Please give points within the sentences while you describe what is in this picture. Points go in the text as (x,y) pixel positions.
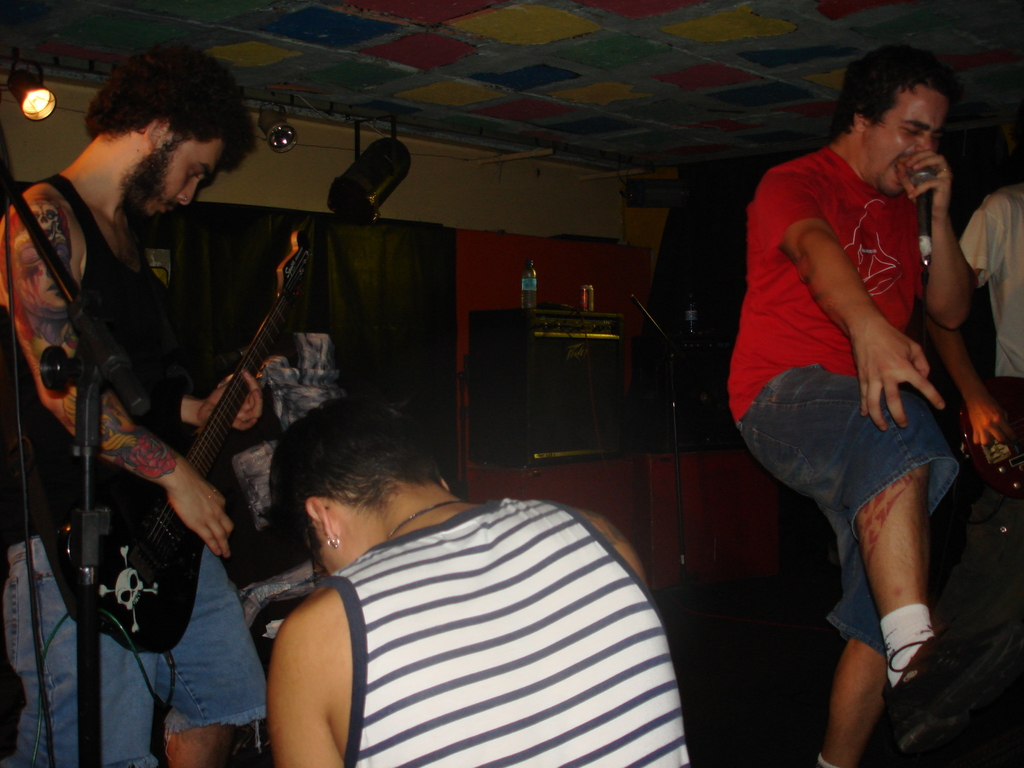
In this Image I see 4 persons (945,96) in which this man (861,123) is holding the mic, this man (105,112) is holding the guitar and this person (1023,249) is holding a musical instrument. In the background (544,158) I see the wall (62,132), 2 bottles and a can (584,308) and I see the light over here.
